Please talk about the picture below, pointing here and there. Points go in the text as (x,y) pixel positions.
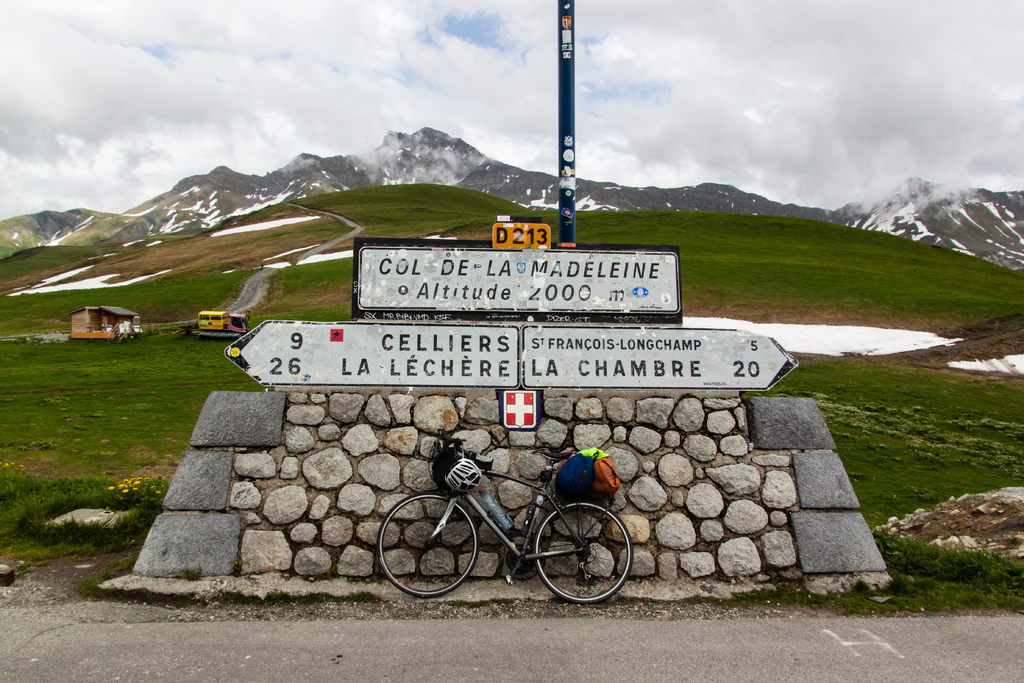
This image is clicked outside. There are mountains (957,228) in the middle (596,237). There is a small house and a truck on the left side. There is a cycle (422,496) in the middle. There is sky (420,75) at the top (457,72).
